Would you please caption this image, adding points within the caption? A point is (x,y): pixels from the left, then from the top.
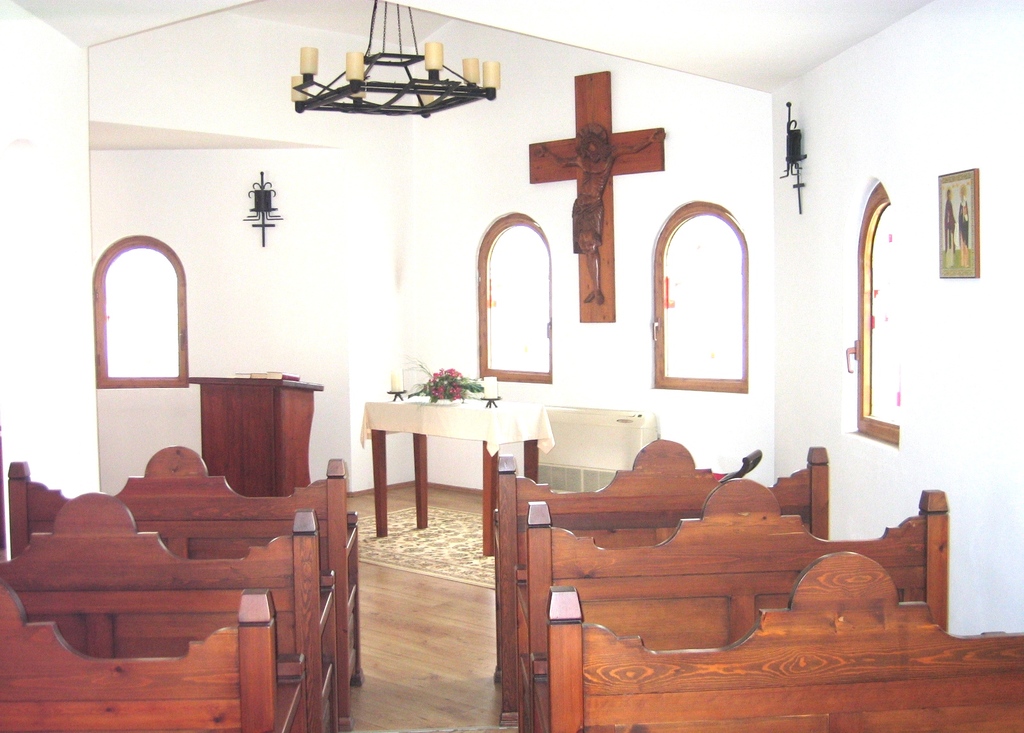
Here we can see benches (509,511) and we can see some objects (434,378) on table (432,418). We can see wall (942,140), statue (604,137), frame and windows (667,229).
